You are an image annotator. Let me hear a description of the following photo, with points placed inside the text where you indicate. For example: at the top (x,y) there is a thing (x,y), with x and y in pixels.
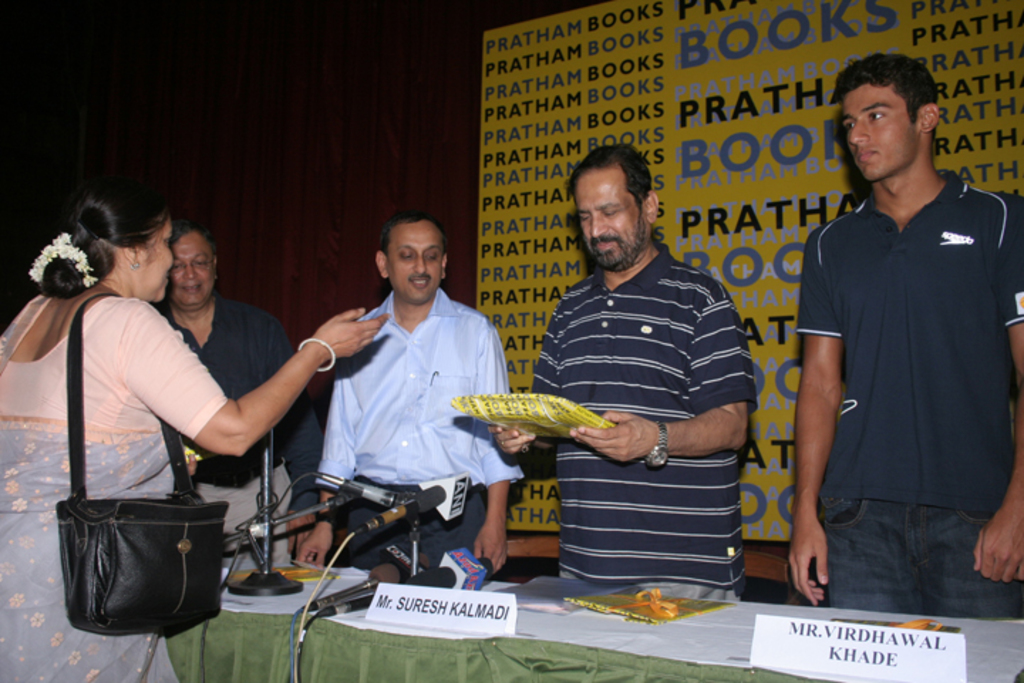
In this is a hoarding board (550,85) on the back ground (662,90) and there is a some text (714,128) written on that board (736,210) and there are the persons (390,343) stand on the floor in front of a table (371,650) and a mike (398,512) in front of the table (336,656) and a woman (124,447) stand in front of the four persons (215,346) she wearing a handbag (128,538) with black color.
